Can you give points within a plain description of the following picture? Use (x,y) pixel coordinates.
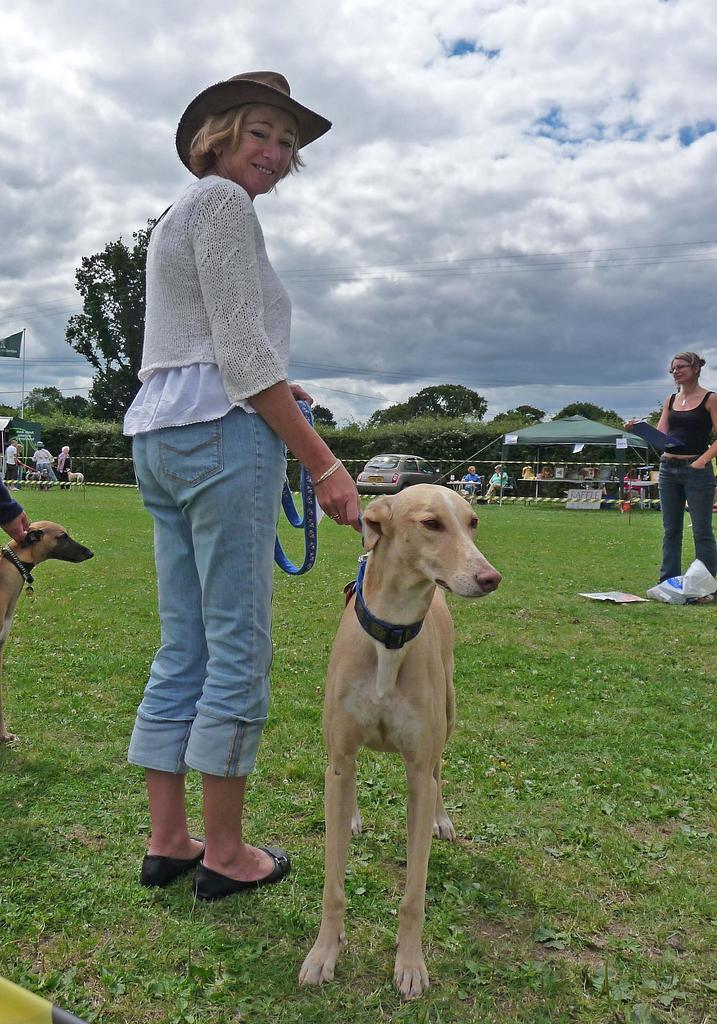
In this picture there is a woman (219,414) standing on a greenery ground (45,569) and holding a belt (312,500) which is tightened to a dog (391,551) beside her and there are another dog (50,544) in the left corner (35,558) and there is a woman (695,462) standing in the right corner (704,430) and there are few trees (387,413) and some other persons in the background (492,413) and the sky (456,260) is cloudy.
